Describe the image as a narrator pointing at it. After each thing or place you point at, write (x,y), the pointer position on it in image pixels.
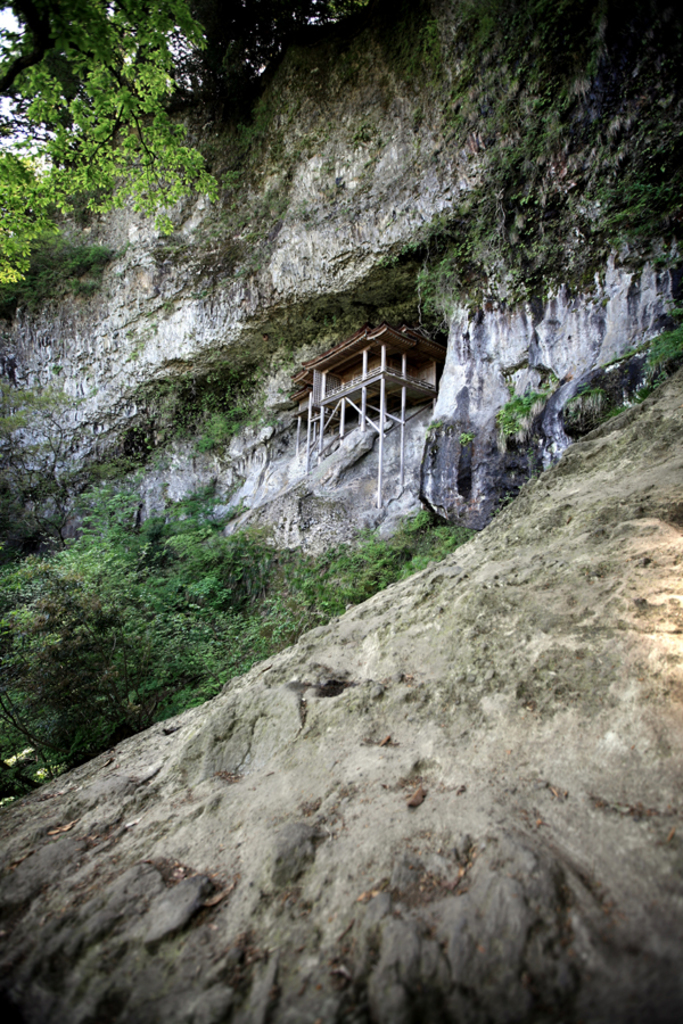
In this image I can see number of trees (35,109) and in the center of the image (344,376) I can see a house (349,369) on the rock (302,458).
